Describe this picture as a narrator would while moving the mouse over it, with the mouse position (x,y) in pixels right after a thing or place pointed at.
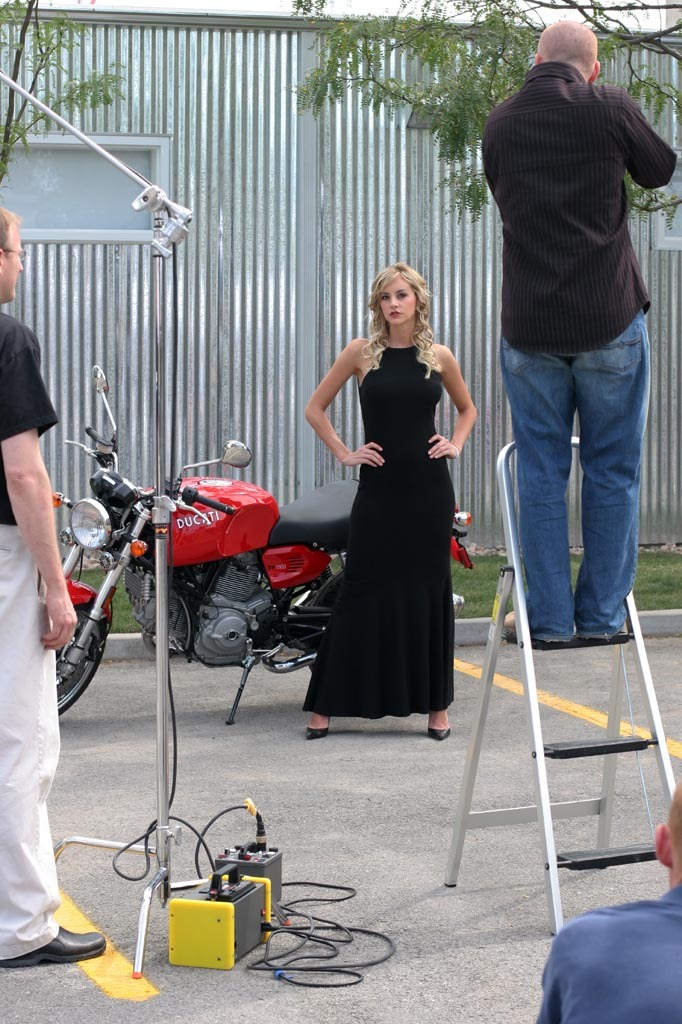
In this picture we can see there is a woman (324,673) in the black dress (348,618) is standing and in front of the woman (352,653) there is a stand (143,930) and other things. A man (587,569) is standing on the ladder (616,732) and other people (30,532) are standing. Behind the woman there is a bike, trees (403,100) and iron sheets (210,115).
